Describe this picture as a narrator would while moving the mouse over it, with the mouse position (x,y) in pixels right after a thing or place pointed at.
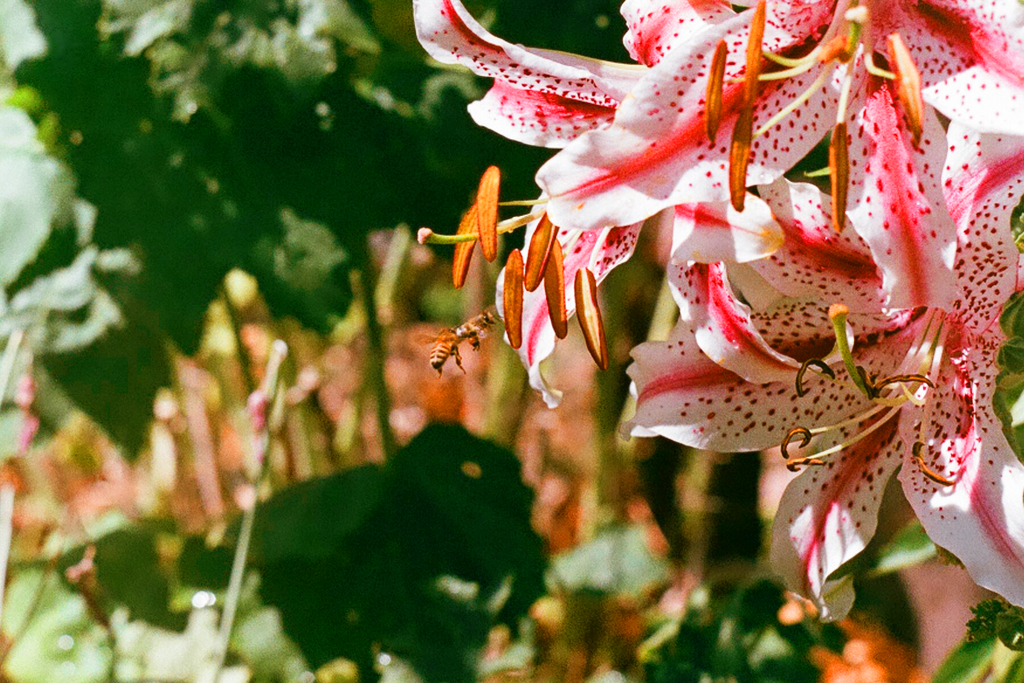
On the right side of the image (775,543), we can see few flowers (863,268). Background (645,446) there is a blur view. Here we can see green color.
